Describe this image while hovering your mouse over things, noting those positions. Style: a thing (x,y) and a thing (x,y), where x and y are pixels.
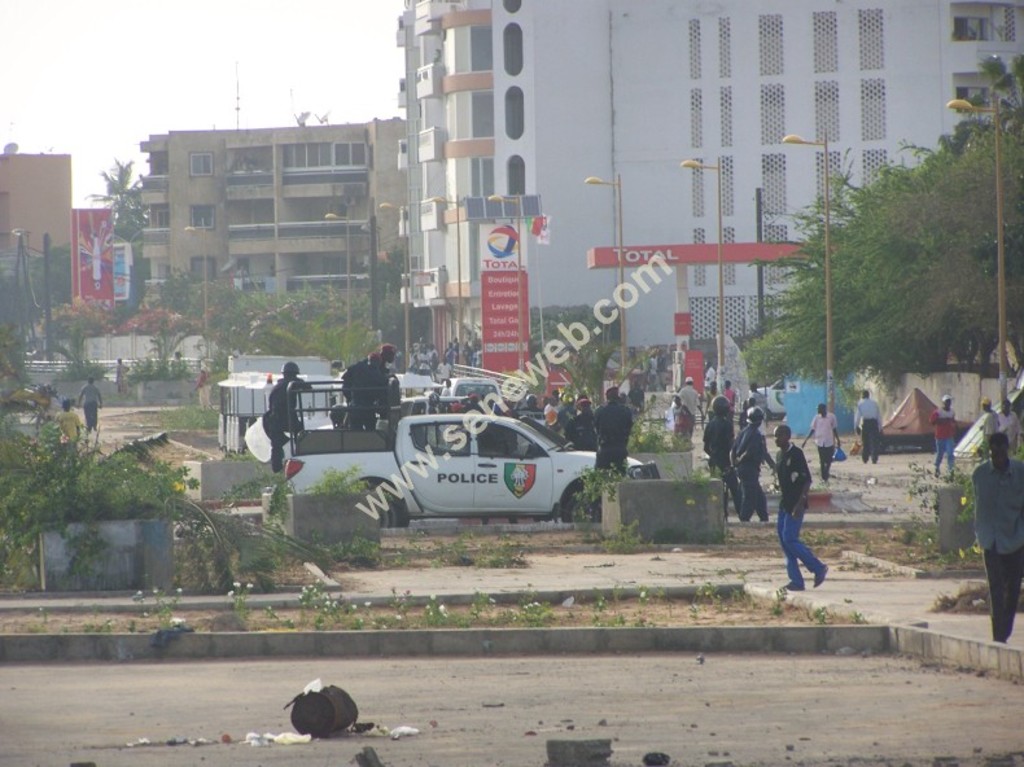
In this picture I can see some people (270,421) who are standing on the car (360,448). On the right (707,443) I can see many persons (621,401) who are walking on the street (892,471). Beside him I can see small stones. In the background (11,241) I can see the buildings (580,149), banners (514,312), advertisement boards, street lights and trees (987,184). At the bottom (592,703) I can see the stones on the road (567,695). In the center (612,313) there is a watermark (670,265). In the top left (100,33) I can see the sky (133,33).
